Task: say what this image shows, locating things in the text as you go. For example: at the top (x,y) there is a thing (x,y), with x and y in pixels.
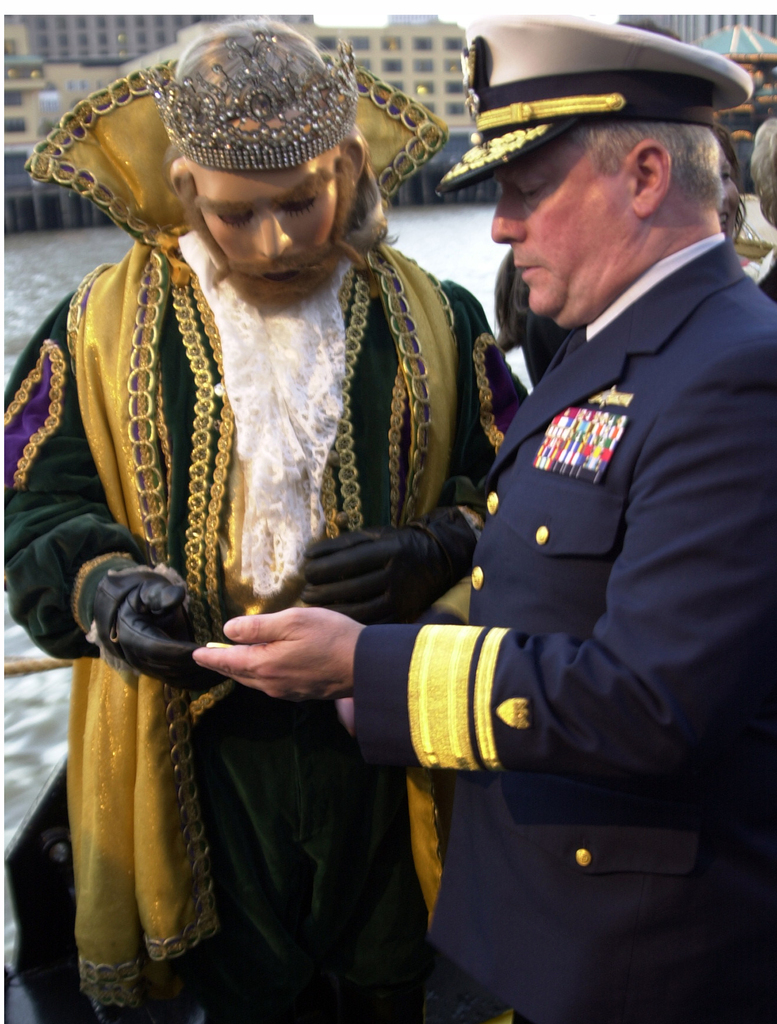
In the foreground of this image (376,486), there are two persons (493,486) standing. The right side person (663,663), is wearing blue suit (622,673) and the left one (96,517) is wearing green dress (62,530). In the background (68,240), we can see water (58,242) building (72,55) and the sky (467,6).
